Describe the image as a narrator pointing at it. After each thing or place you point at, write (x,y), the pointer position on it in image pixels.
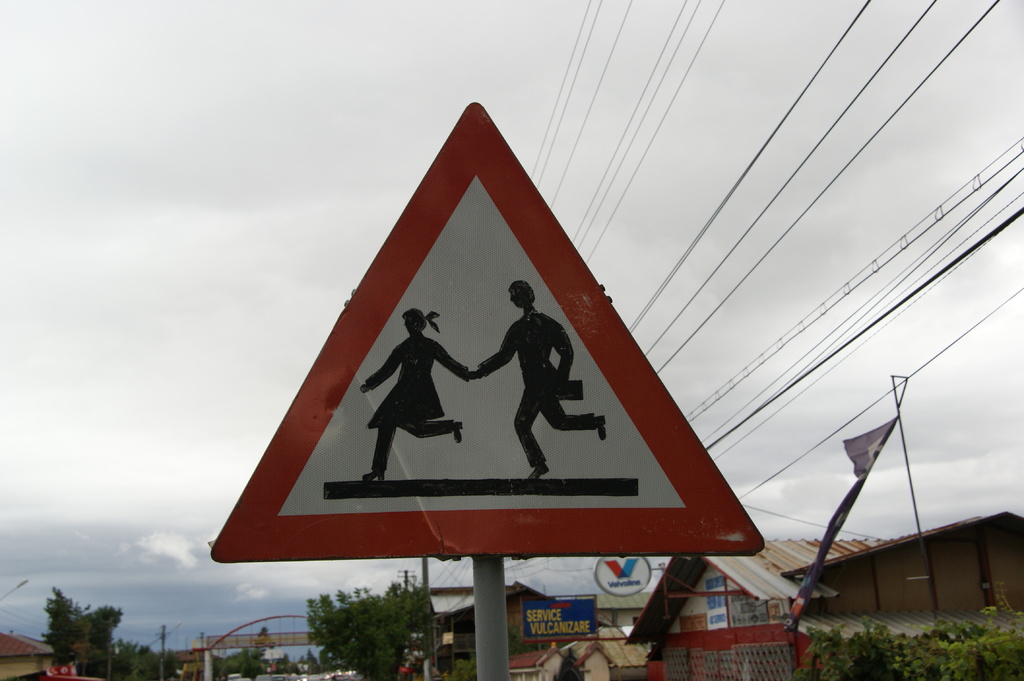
This picture is clicked outside. In the center (520,287) there is a board (508,535) attached to the pole (492,583) and we can see the picture (416,370) of two persons (412,382) on the board (505,398). In the background (569,80) we can see the cables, houses (704,593), trees (80,631), boards (720,596), metal rods (201,652) and the sky (86,114).
